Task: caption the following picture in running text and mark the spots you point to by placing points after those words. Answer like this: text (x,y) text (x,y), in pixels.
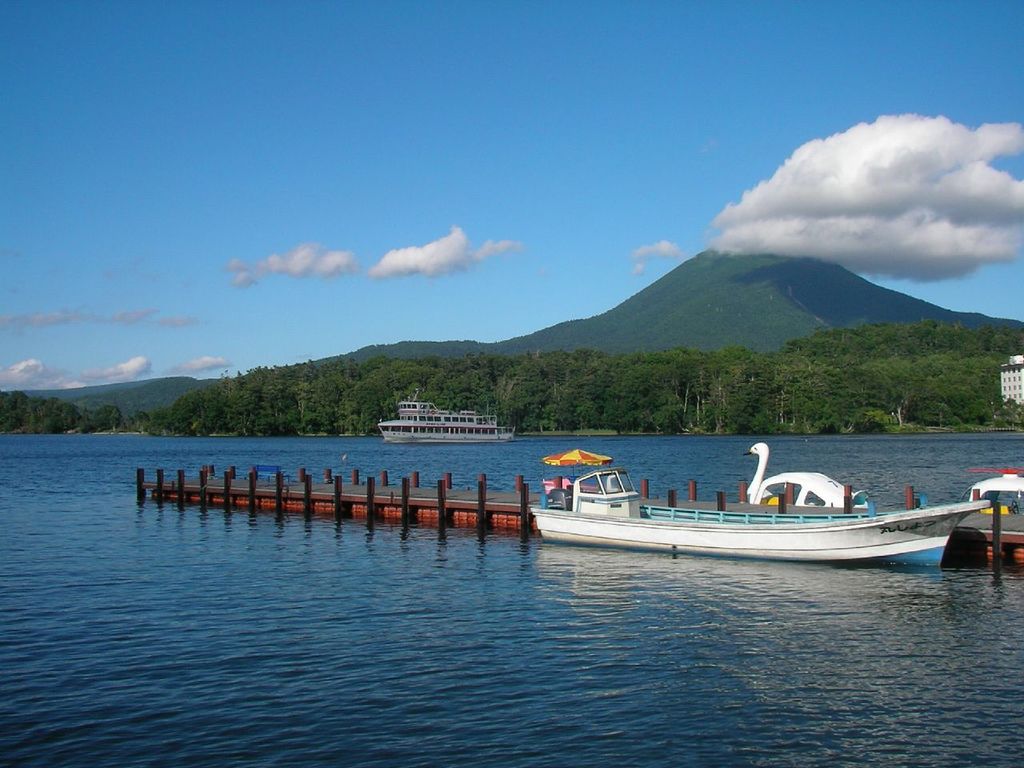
In this image there is a sea (231,524) in the bottom of this image (524,618). There is a dock (285,507) and a boat (623,511) is in this sea (373,464) as we can see in the bottom of this image (650,539). There is a ship (406,424) in the middle of this image (420,403). There are some trees (487,373) in the background (711,352). There is a mountain (754,300) on the right side of this image (739,288). There is a cloudy sky (756,219) on the top of this image (476,188).
